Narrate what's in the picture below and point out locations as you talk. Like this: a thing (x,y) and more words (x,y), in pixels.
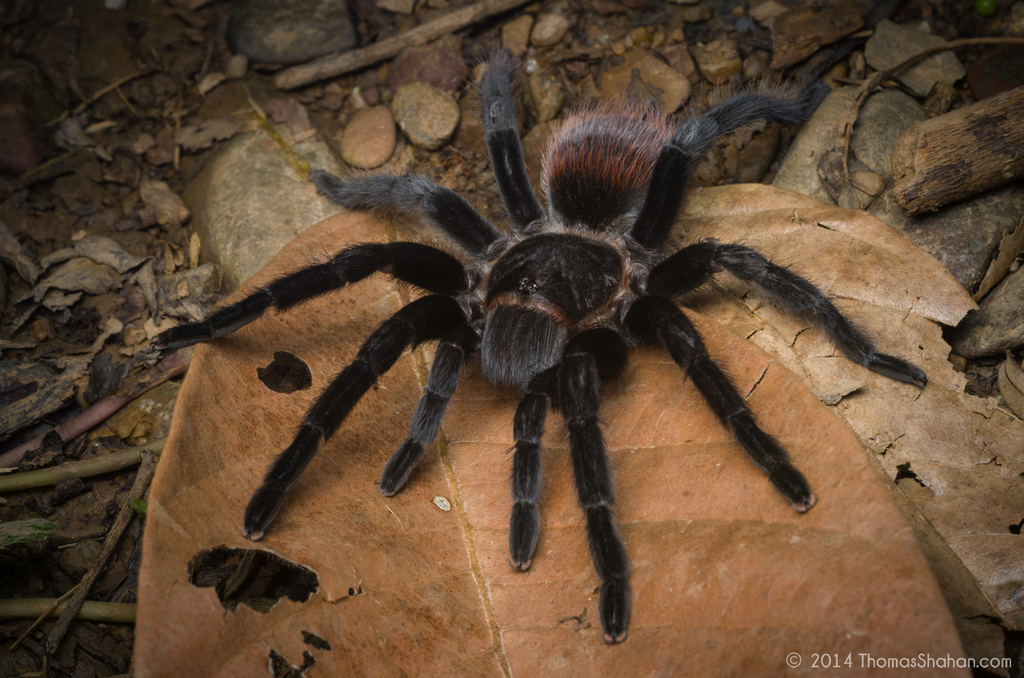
In this image there is a black spider (487,317) on the dry leaf (475,509). At the top (223,156) there are stones (264,134) and some small wooden sticks (88,472).
